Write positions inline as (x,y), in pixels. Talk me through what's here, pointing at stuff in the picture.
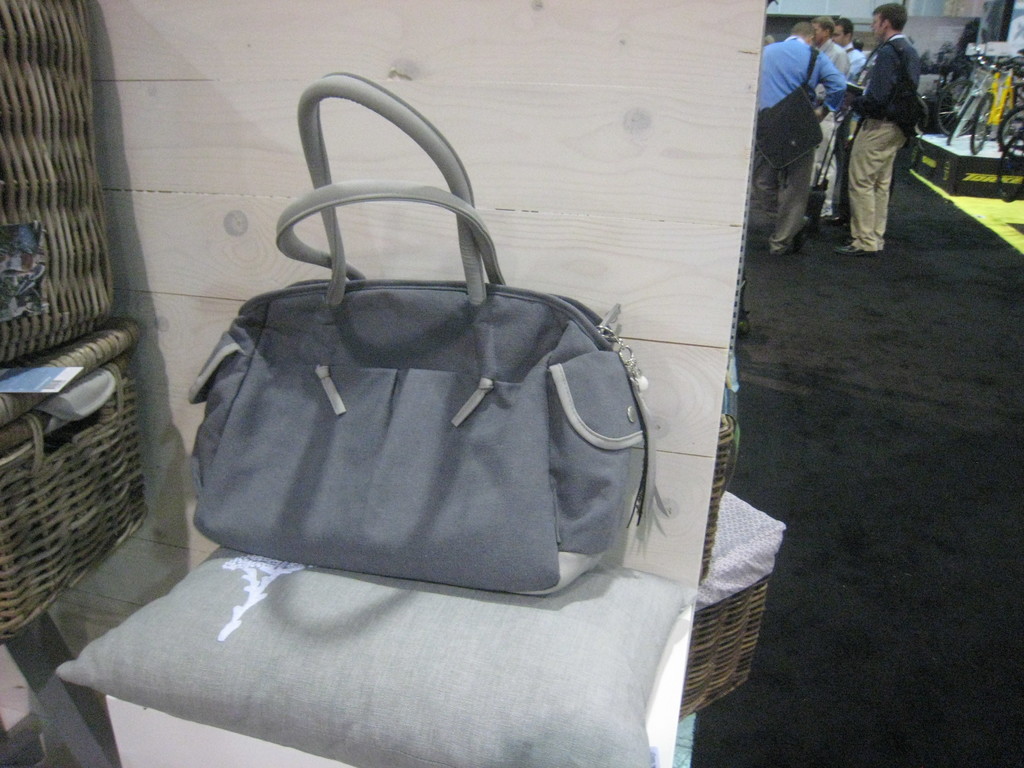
This picture shows a carry bag (394,461) and a pillow (422,636) in front (491,679), in the background (832,88) we can see some group of people (836,100) talking with each other. This man (837,87) is holding a carry bag (797,111), in the background (977,121) we can see some of the bicycles (994,106) here.
